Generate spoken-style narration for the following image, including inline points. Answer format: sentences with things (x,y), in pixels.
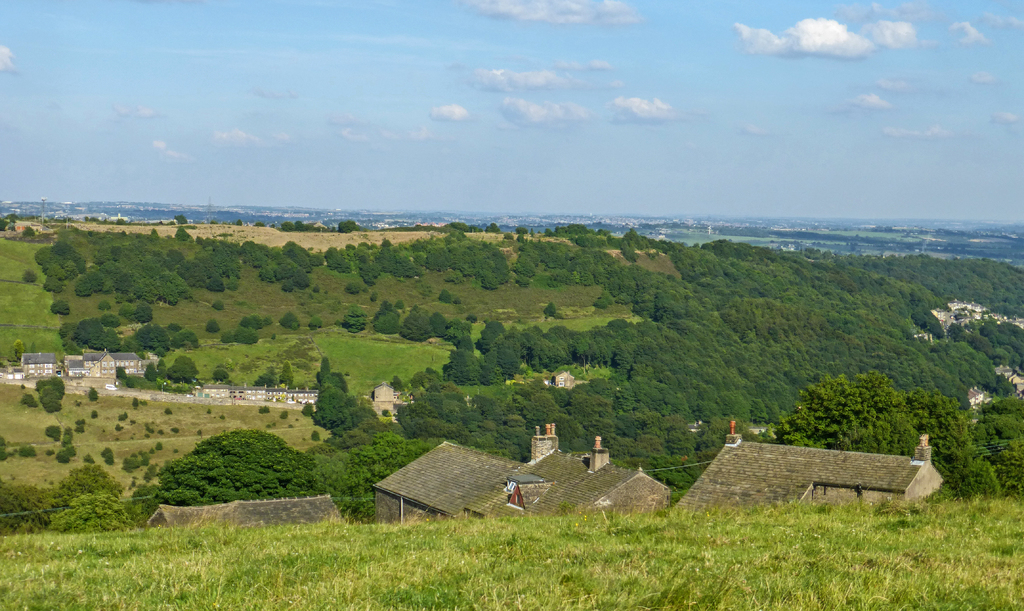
This is an outside view. At the bottom (601,583), I can see the grass (423,583). In the middle of the image (436,268) there are many trees (380,322) and buildings (137,369) on the ground (139,415). At the top of the image (524,120), I can see the sky (493,91) and clouds (442,112).
